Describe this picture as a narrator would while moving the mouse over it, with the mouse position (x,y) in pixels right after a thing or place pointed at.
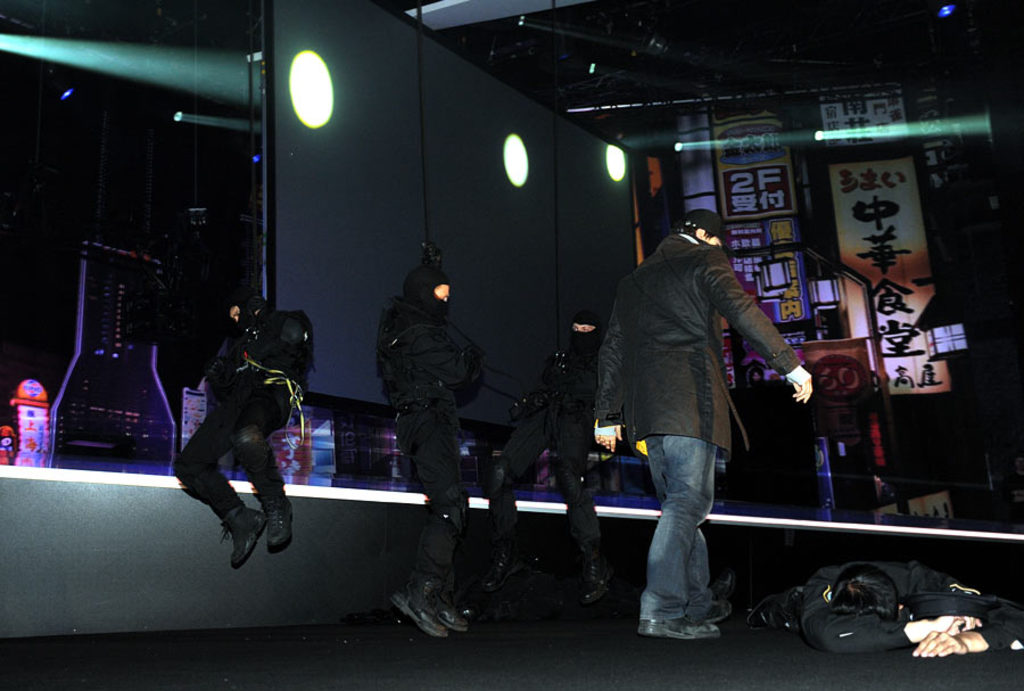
In this picture I can see three persons (679,294) standing, there is a person (829,599) lying on the floor (732,656), there are focus lights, boards (786,199), there is a screen (514,115) and there are some objects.
